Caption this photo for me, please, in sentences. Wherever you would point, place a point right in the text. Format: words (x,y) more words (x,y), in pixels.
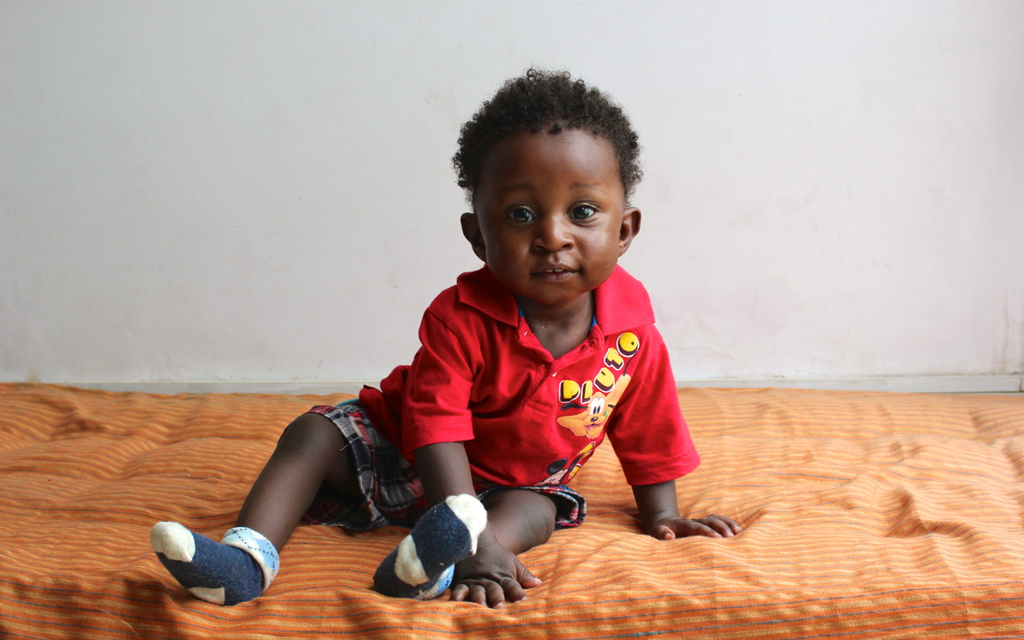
In this image I can see a baby (554,344) sitting on the orange color bed (886,563). He is wearing red top (461,415) and multi color short (365,459). The wall (203,204) is in white color.
